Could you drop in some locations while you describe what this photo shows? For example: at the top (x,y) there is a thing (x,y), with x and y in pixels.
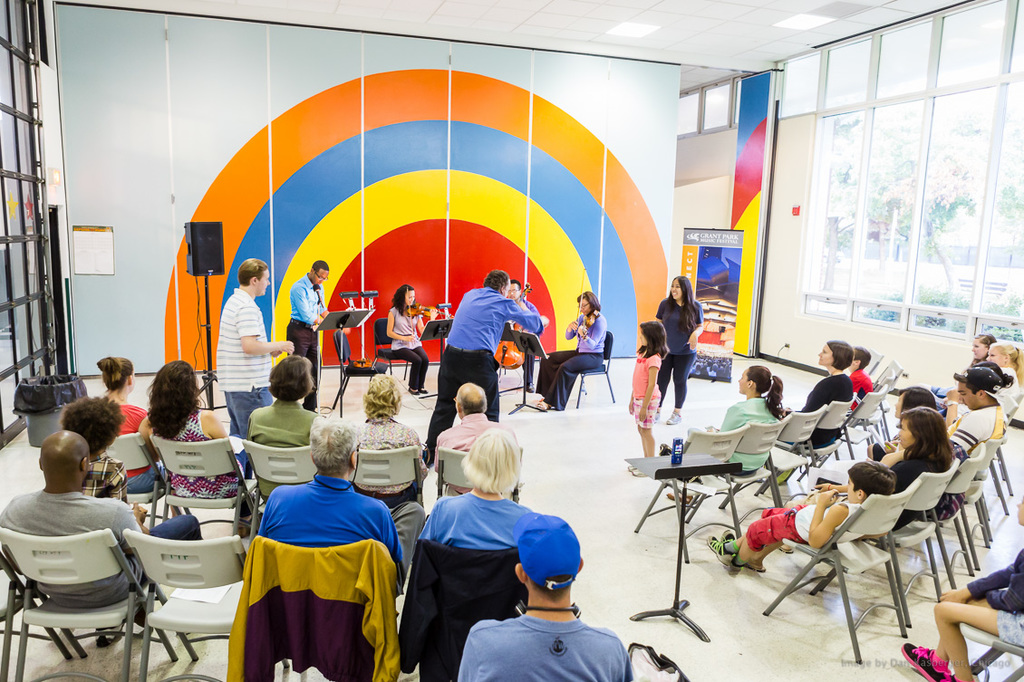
A band of musicians (463,357) are playing music. There are few people (640,371) standing around them. There are some people (384,381) sitting in chairs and enjoying the music.
